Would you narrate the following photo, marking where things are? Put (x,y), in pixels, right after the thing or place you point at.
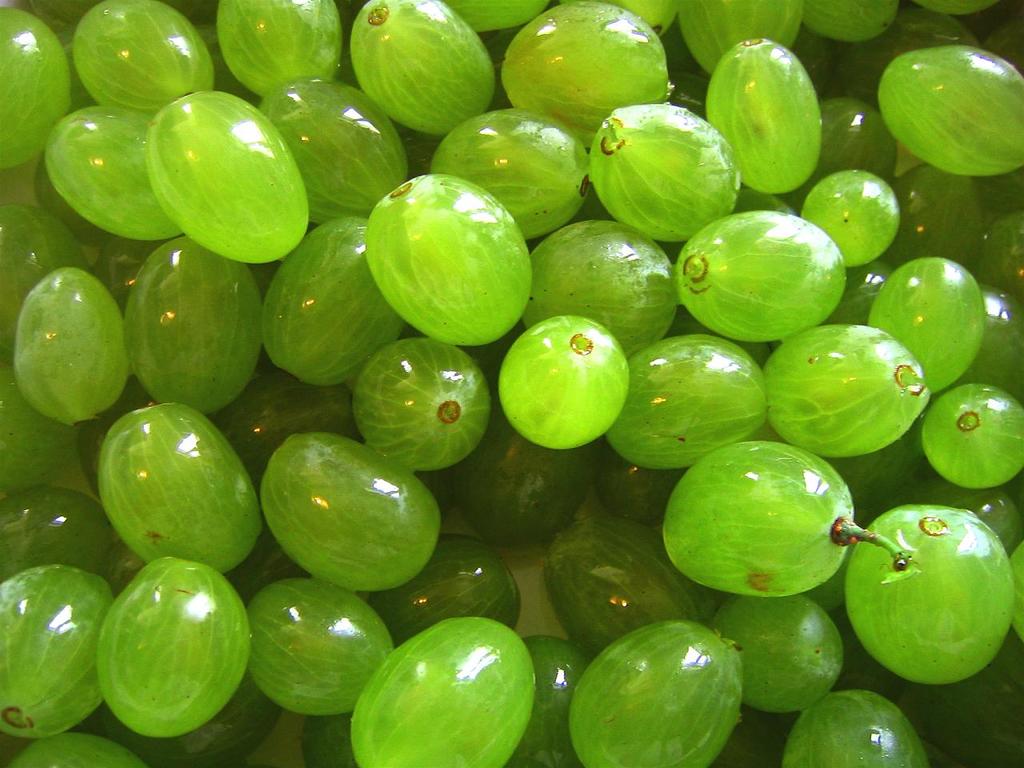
There are green color grapes (964,320) arranged on a surface (542,599).
